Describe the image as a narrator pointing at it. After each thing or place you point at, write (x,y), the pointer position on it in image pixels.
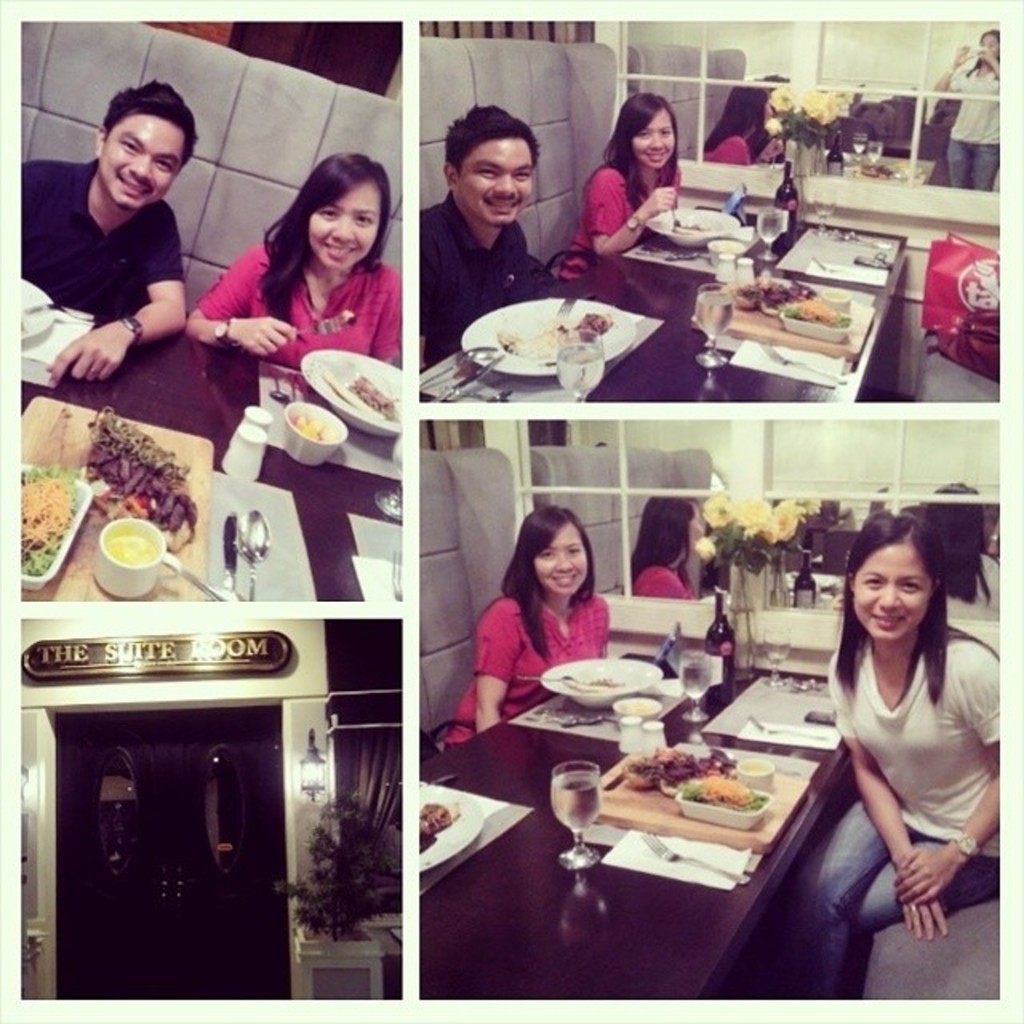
In this picture we can see some persons (966,861) are sitting on the chairs (940,968). This is table (706,737). On the table (693,735) there are glasses (695,705), plates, bowls (623,712), and some food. And there is a flower vase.
